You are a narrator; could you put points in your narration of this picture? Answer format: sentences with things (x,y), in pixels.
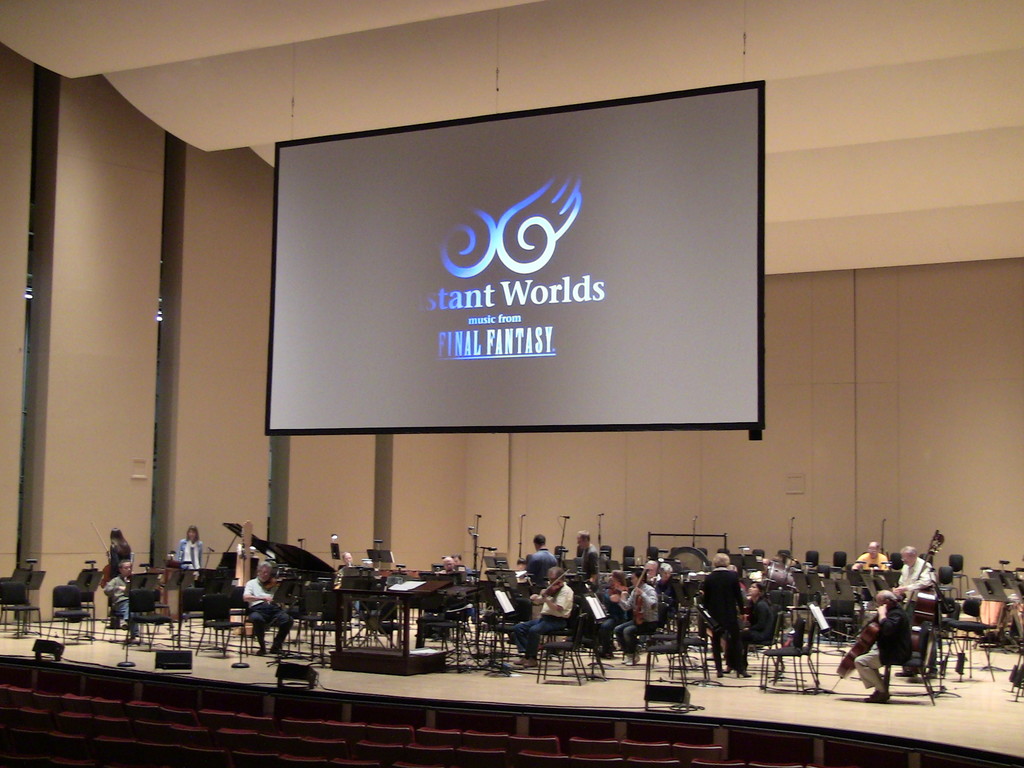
In this picture, we see the people (563,608) are sitting on the chairs (566,625). They are holding the musical instruments (243,579) and they are playing it. In front of them, we see the music stands (293,599). We see the music stands (506,578) and the microphones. We even see the empty chairs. On the left side (123,544), we see two women (191,546) are standing. In the background (485,486), we see a white wall (730,473). In the middle (514,367), we see a projector screen (493,242) which is displaying some text (452,302). At the top (420,65), we see the roof (796,123) of the hall (264,63).
